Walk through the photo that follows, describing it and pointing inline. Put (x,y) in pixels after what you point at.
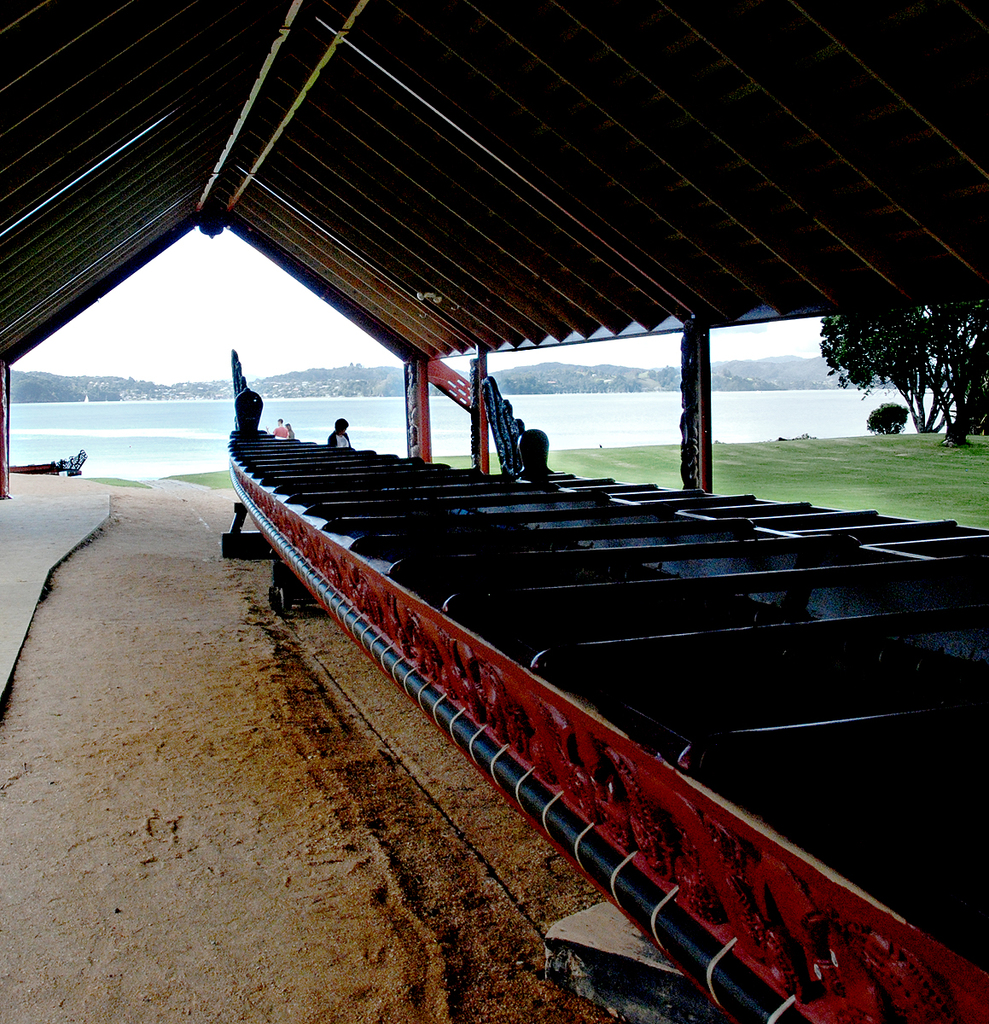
This picture contains a brown color thing (589,680) which looks like the boat (473,674) is placed under the shed (507,76). Beside that, we see people (280,427) standing and we even see trees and grass (729,445). In the background (195,409), we see water (135,406) and hills (315,379). At the bottom of the picture (256,865), we see the sand (225,858).
